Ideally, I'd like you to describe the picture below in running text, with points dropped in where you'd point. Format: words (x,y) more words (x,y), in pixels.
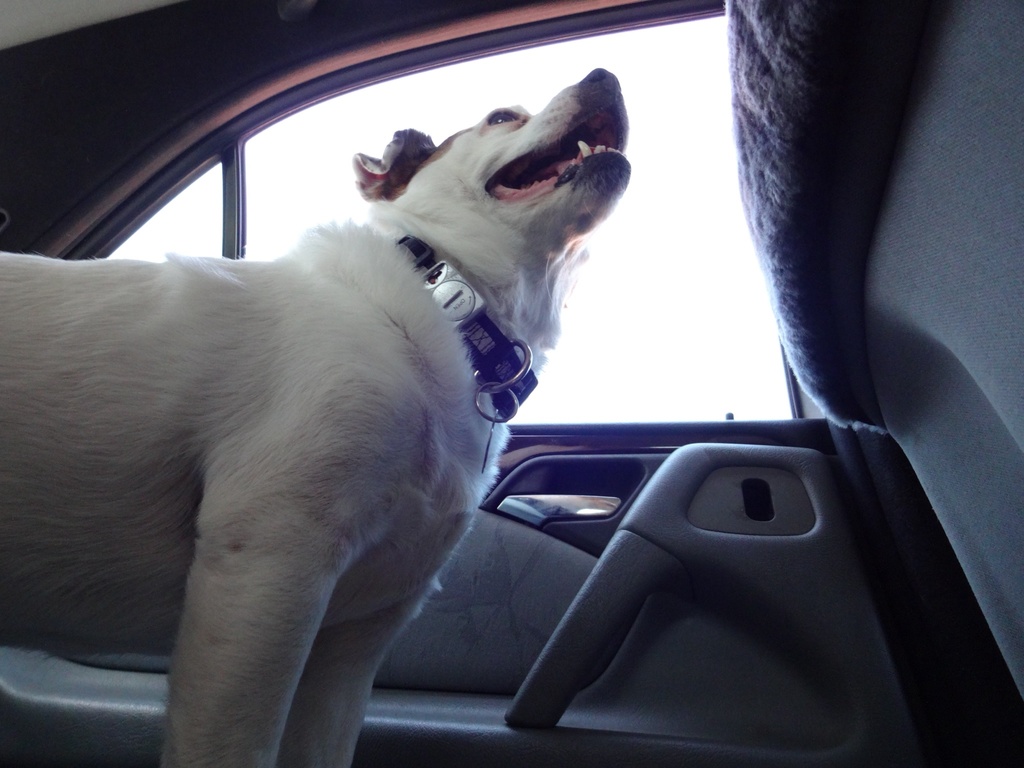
In this image we can see a dog (221,289) in the car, and here is the window (659,284).
